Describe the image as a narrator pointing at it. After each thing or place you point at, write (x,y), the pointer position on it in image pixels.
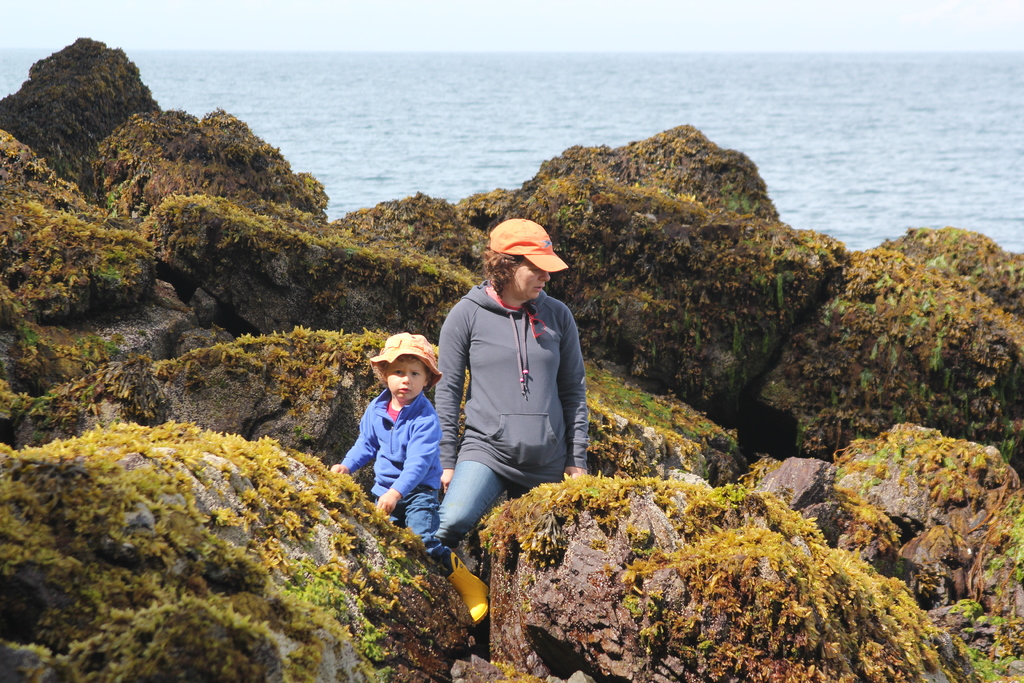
In this image there are rocks (3,343), grass (764,296) and people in the foreground (684,334). There is water (964,206) in the background (382,173). And there is a sky (945,12) at the top (874,14).
